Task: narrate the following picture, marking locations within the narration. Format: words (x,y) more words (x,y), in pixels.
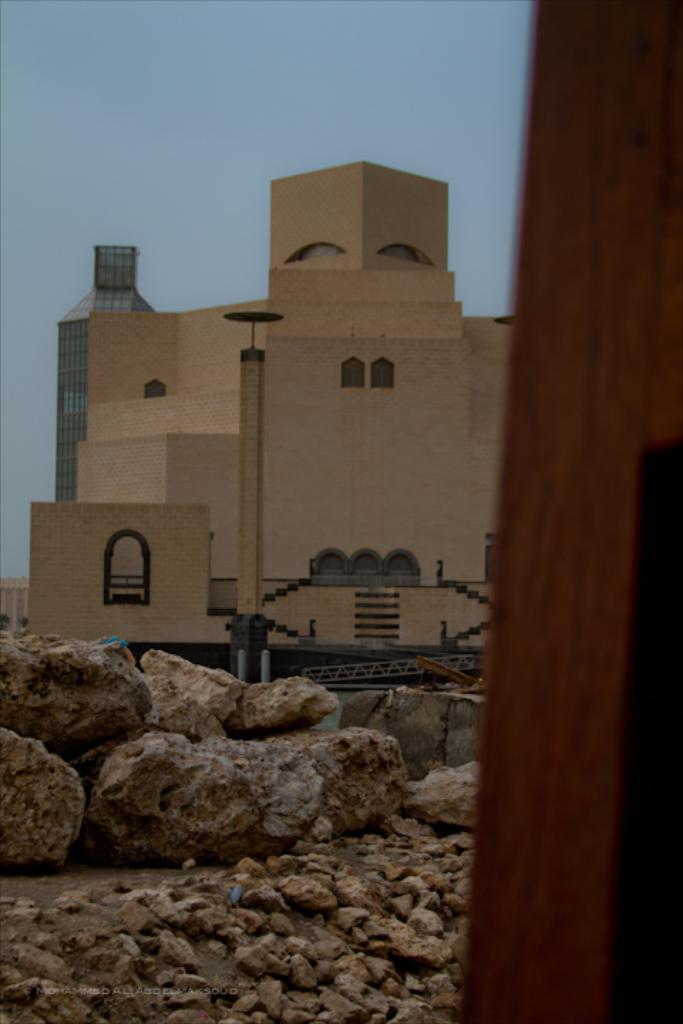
In this image there are few stones (240,762), buildings (279,431), a tower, fence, a wooden object (536,469) on the right side of the image (572,781) and the sky (103,126).
